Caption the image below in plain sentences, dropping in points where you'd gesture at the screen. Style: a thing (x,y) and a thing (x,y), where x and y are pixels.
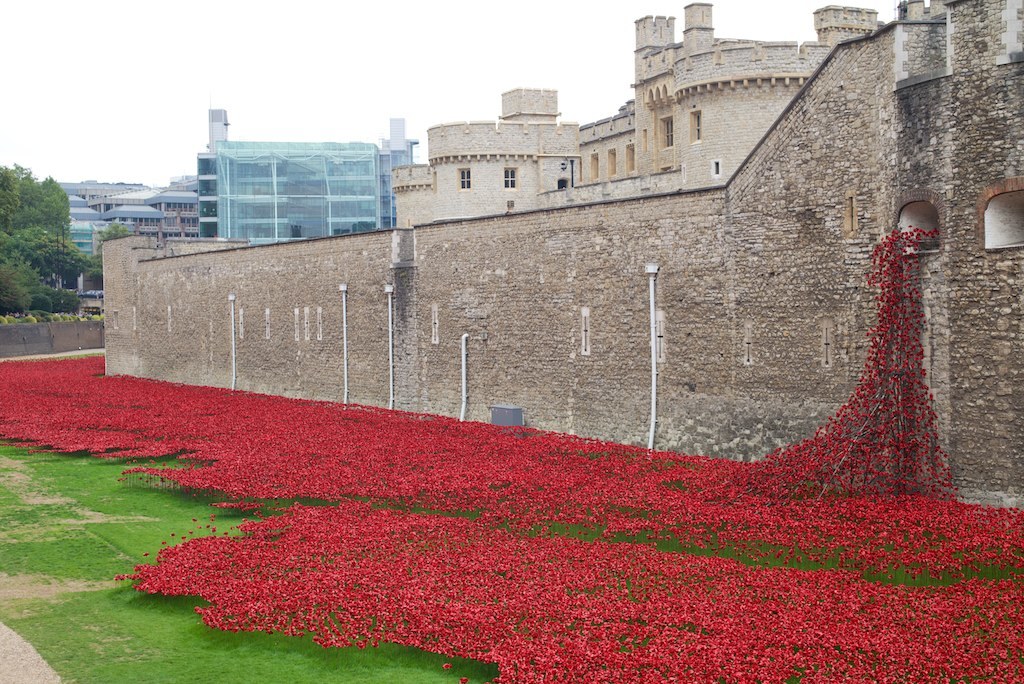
In this image I can see flowers (423,482) in the front (417,515) and in the background (250,238) I can see number of buildings (145,198). On the left side of this image (57,193) and I can see few trees (68,237).
